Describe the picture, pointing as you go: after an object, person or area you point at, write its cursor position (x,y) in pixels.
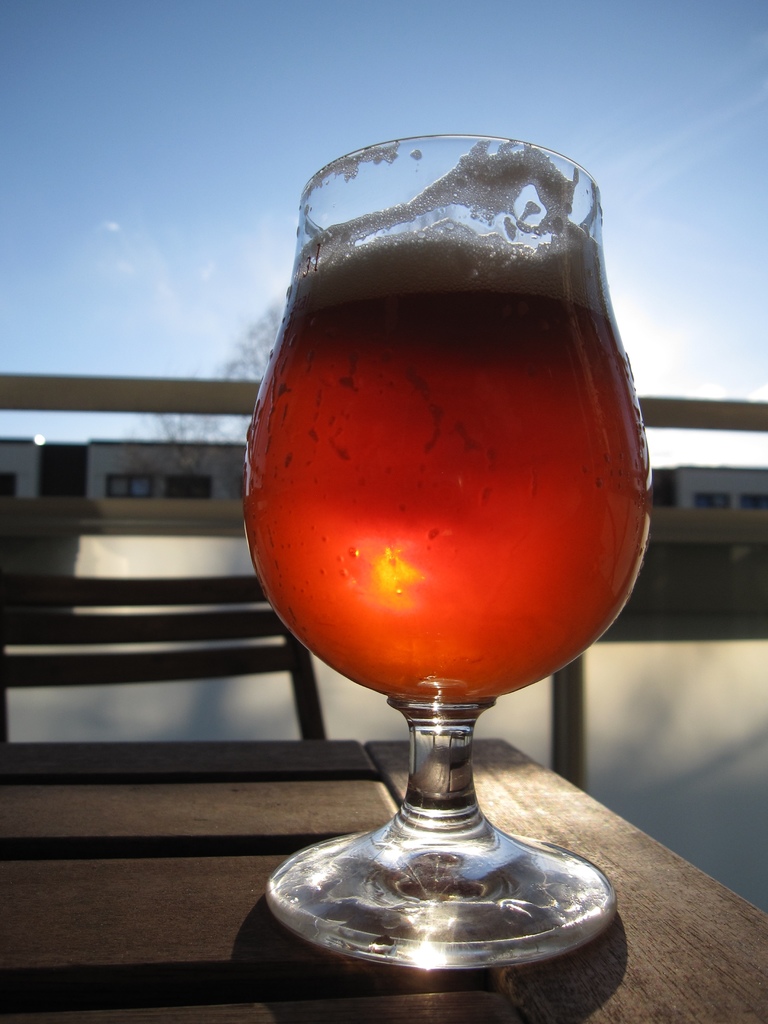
In this image I can see a glass (482,263) and I can see the liquid (495,459) which in orange color. The glass (553,906) is on the table (617,970). Back I can see few buildings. The sky (377,139) is in white and blue color.
